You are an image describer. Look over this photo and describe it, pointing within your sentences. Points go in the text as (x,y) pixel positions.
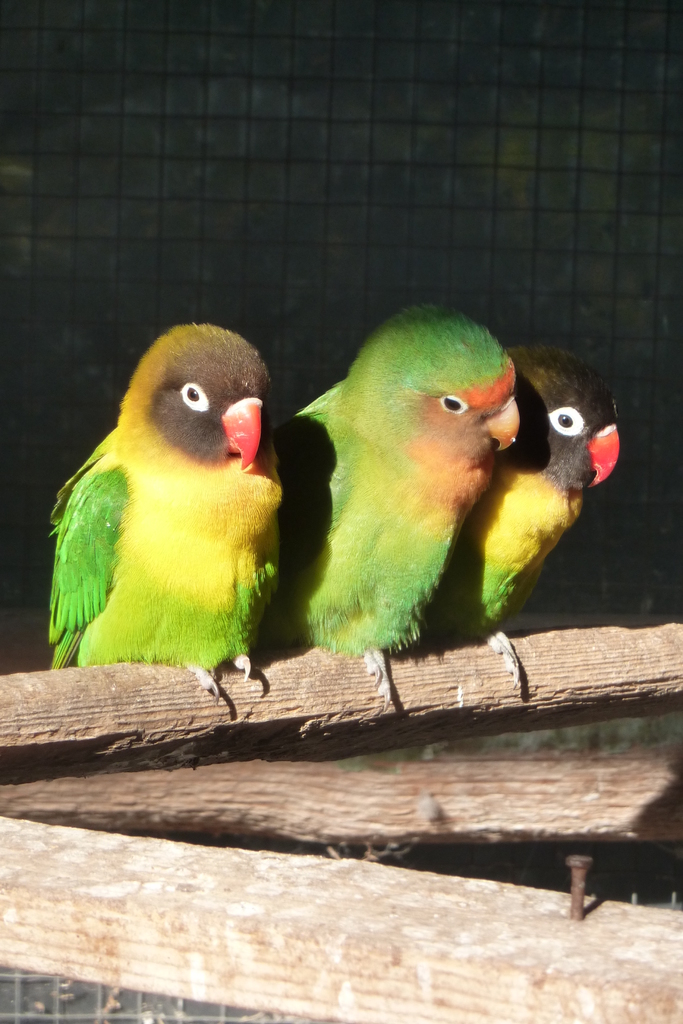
In the center of the image (312,541) we can see parrots (320,539) and there are wooden logs (329,819). In the background (578,201) we can see a mesh (246,184).
